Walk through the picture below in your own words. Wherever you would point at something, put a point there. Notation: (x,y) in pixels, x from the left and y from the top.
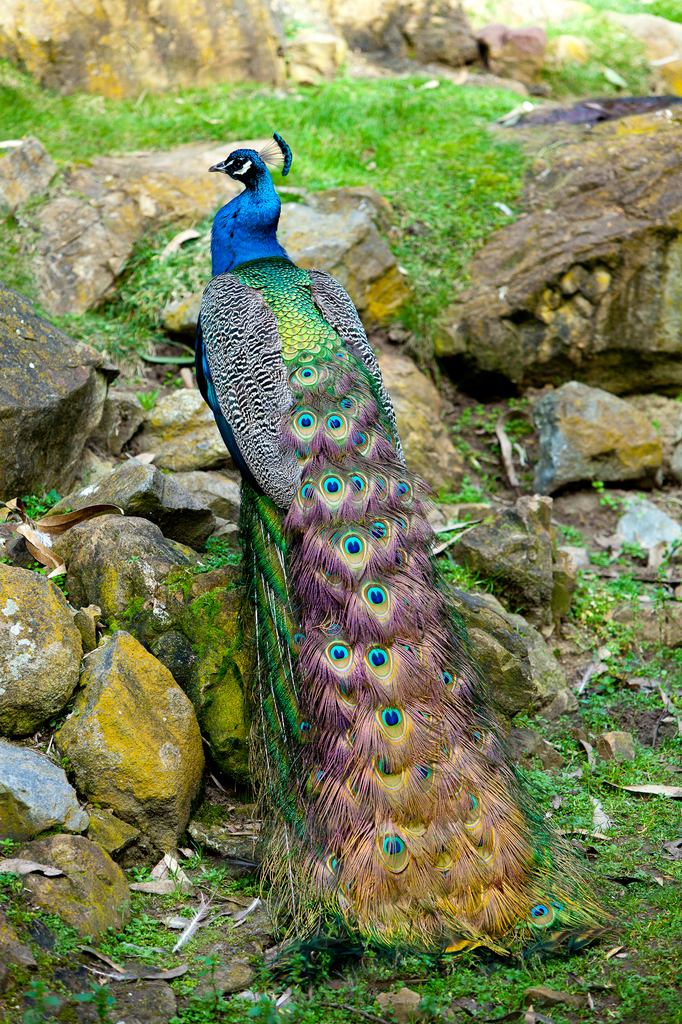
In the center of the image (397,476) we can see a peacock (414,662). We can also see some stones (231,704), the rock (225,712), grass (205,276) and some quills (243,916) on the ground (265,955).
